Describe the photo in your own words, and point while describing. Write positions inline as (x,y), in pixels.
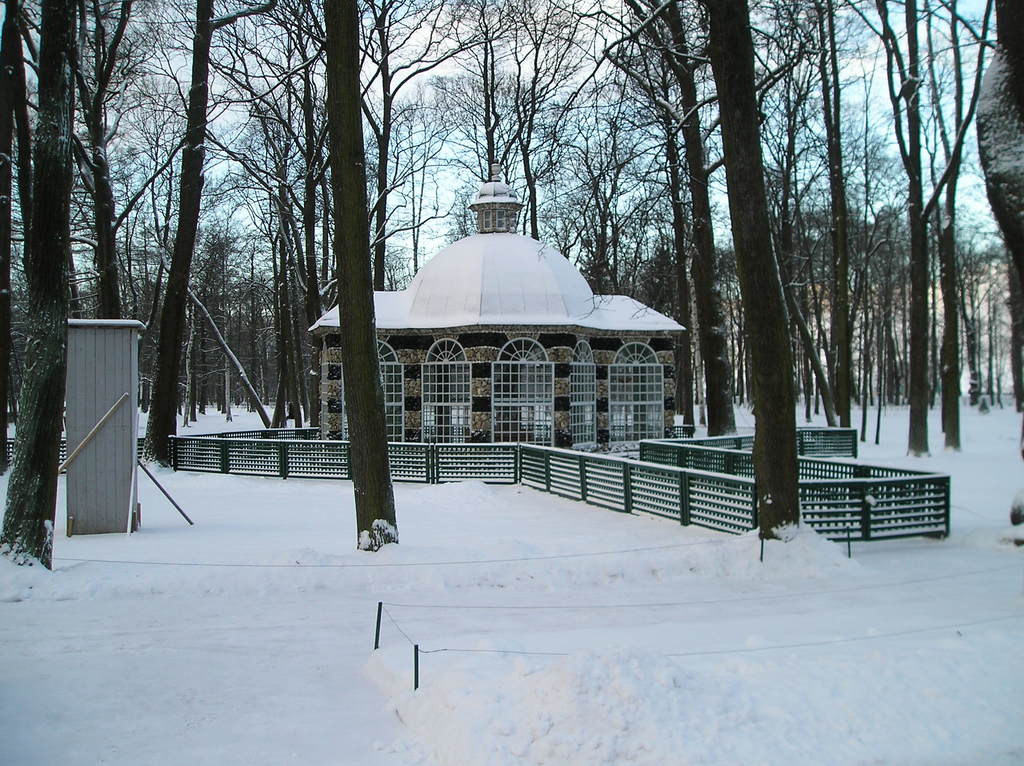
This picture shows building (598,334) and we see trees (377,432) and snow (599,509) on the ground (527,721) and we see a cloudy Sky (529,39).
